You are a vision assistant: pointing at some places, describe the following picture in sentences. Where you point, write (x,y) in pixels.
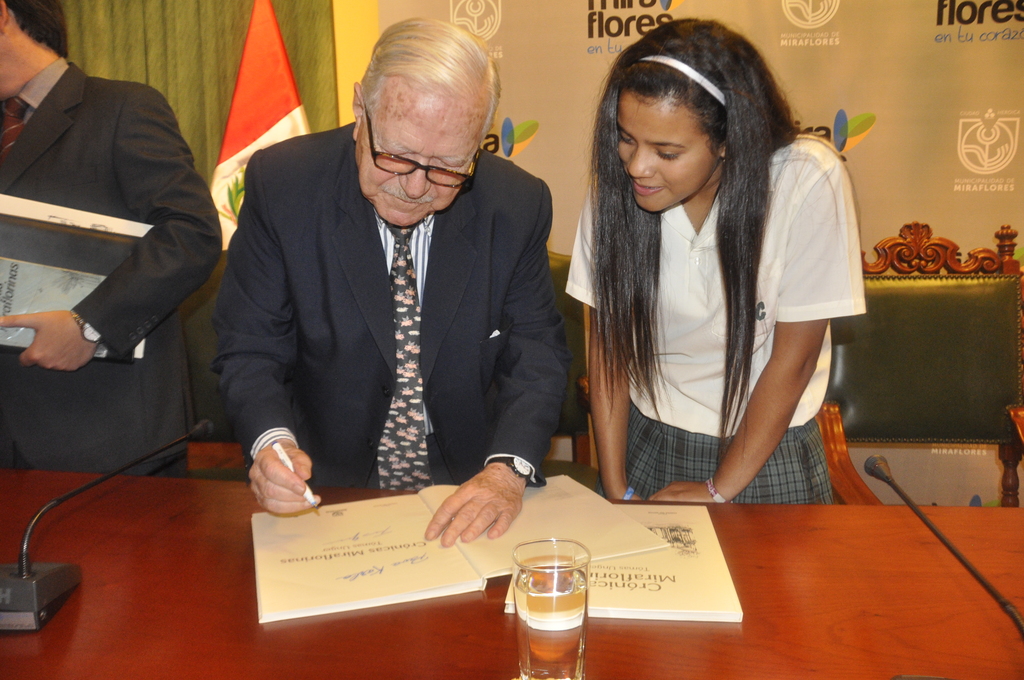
This picture is clicked inside. On the right (814,189) there is a woman (652,202) wearing white color t-shirt (717,310) and standing. In the center (402,261) there is a man (400,268) wearing suit (460,339), holding a pen (291,478) and writing something in the book (416,551) and standing on the ground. On the left (7,28) there is a person (71,125) wearing suit (114,163) and holding some books (59,282) and standing. In the foreground (169,557) we can see a table (489,633) on the top of which we can see a glass (553,610) of water (568,609), books (691,605) and microphones (994,592) are placed. In the background (950,120) there is a banner (919,93) on which we can see the text (980,29) is printed and we can see the green color chairs (931,276) and a flag (241,102).
